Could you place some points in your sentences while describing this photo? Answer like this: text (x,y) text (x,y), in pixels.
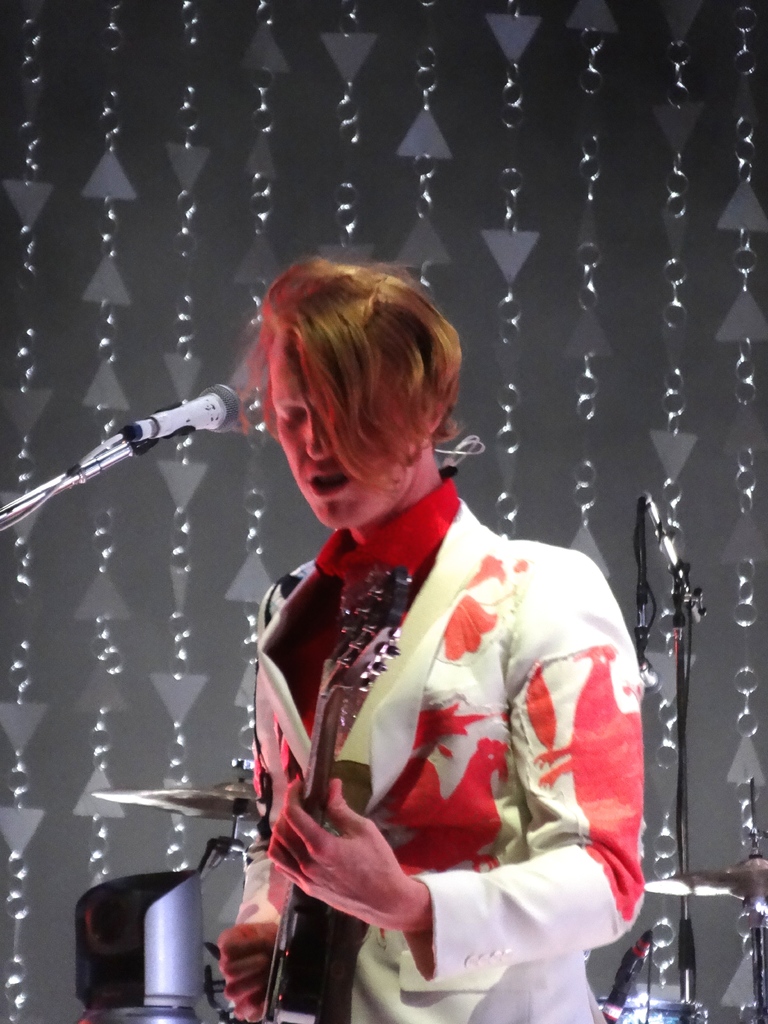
In the center of the image (381,411) there is a man (330,504) standing and holding guitar (406,572) at the mic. In the background (109,784) we can see musical instruments (676,1010) and wall (704,271).
